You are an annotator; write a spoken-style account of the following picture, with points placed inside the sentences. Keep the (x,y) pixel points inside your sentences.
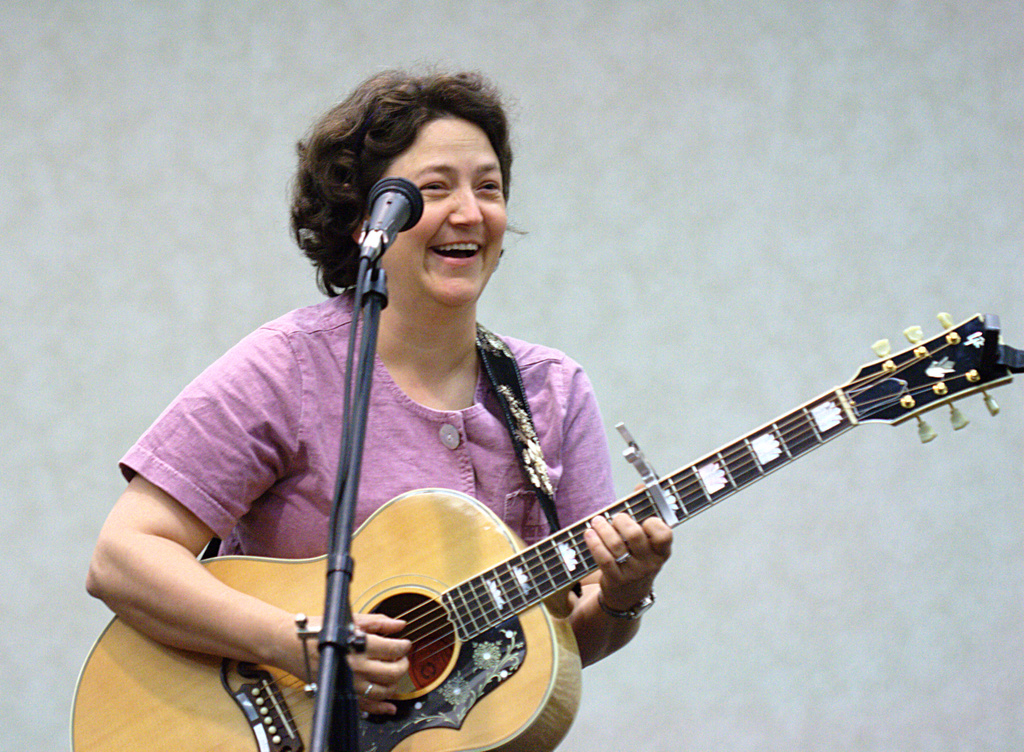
In this picture, there is a woman (229,444) who is wearing pink shirt (381,456) is holding guitar (418,512) in her hand (299,643) and she is playing it. In front of her, we see a microphone (407,210) and she is smiling.
